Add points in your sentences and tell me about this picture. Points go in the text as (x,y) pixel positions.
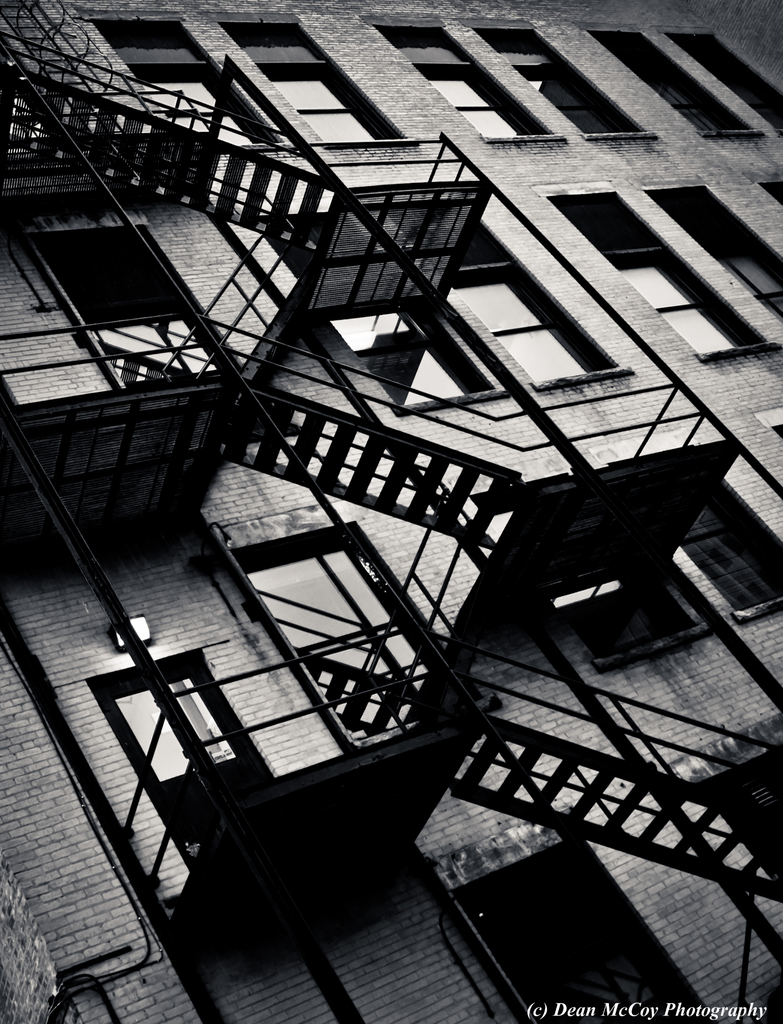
This is a black and white image. In this image we can see building (734,410) with windows (497,874), staircase (188,434). At the bottom of the image (719,1016) there is text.
